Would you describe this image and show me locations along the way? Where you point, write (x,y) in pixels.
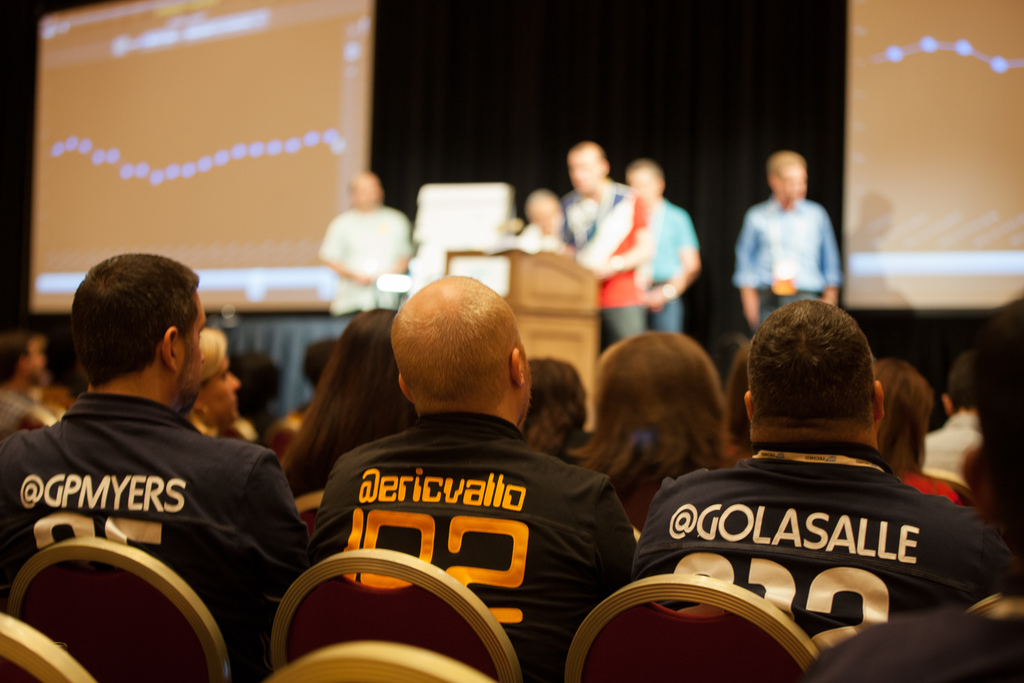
In this picture there are few people (493,400) sitting in chairs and there are few persons (613,225) standing in front of them and there is a projected image (200,112) on either sides of them.
